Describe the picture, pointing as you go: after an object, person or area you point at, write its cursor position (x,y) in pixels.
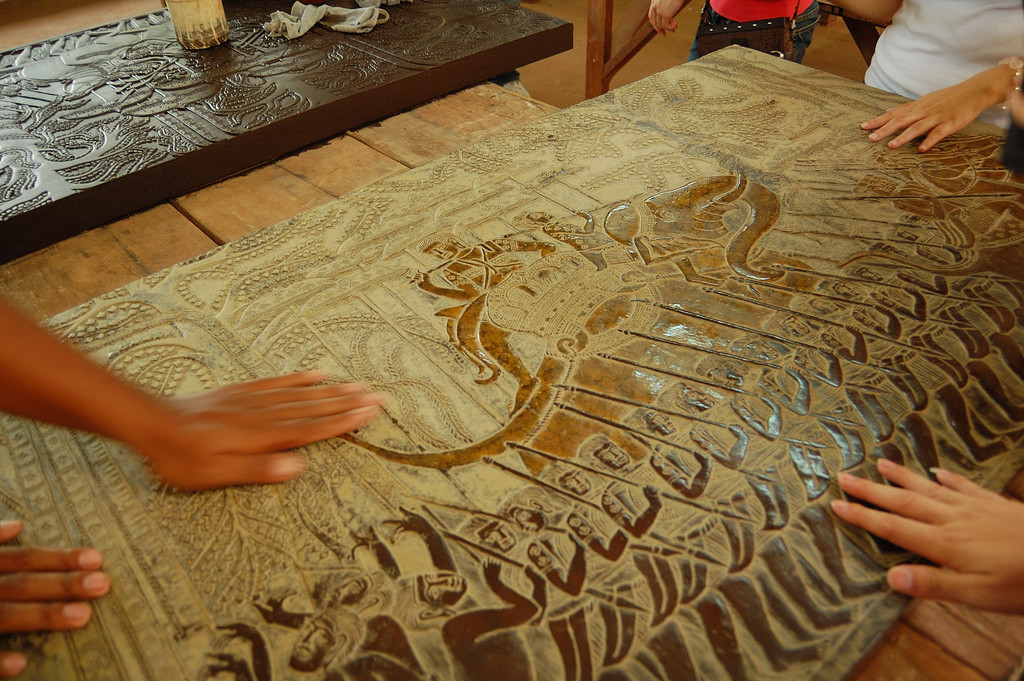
In the image we can see human hands (259,467) and fingers (850,506). Here we can see wooden surface (280,192) and on it there is a metal sheet (502,268).
